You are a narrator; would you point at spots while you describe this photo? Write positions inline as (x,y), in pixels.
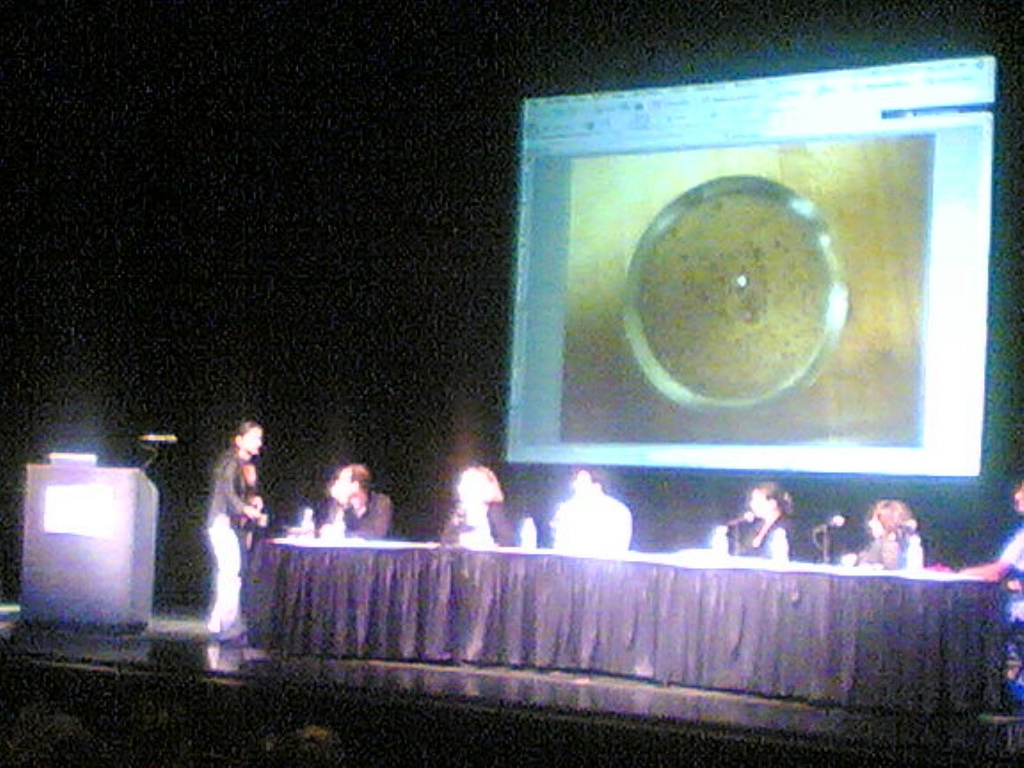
In this image there are a few people (478,507) sitting on the chairs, in front of them there is a table (503,597), on the table (502,577) there are bottles (304,528), mikes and other things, beside the table (394,621) there is a lady (222,558) standing on the stage (271,661), beside her there is an another table (103,490) with a mic (148,463) on the top of it. In the background (733,133) there is a screen (781,268), at the bottom of the image (43,747) we can see the heads (280,742) of a few people (289,742).
